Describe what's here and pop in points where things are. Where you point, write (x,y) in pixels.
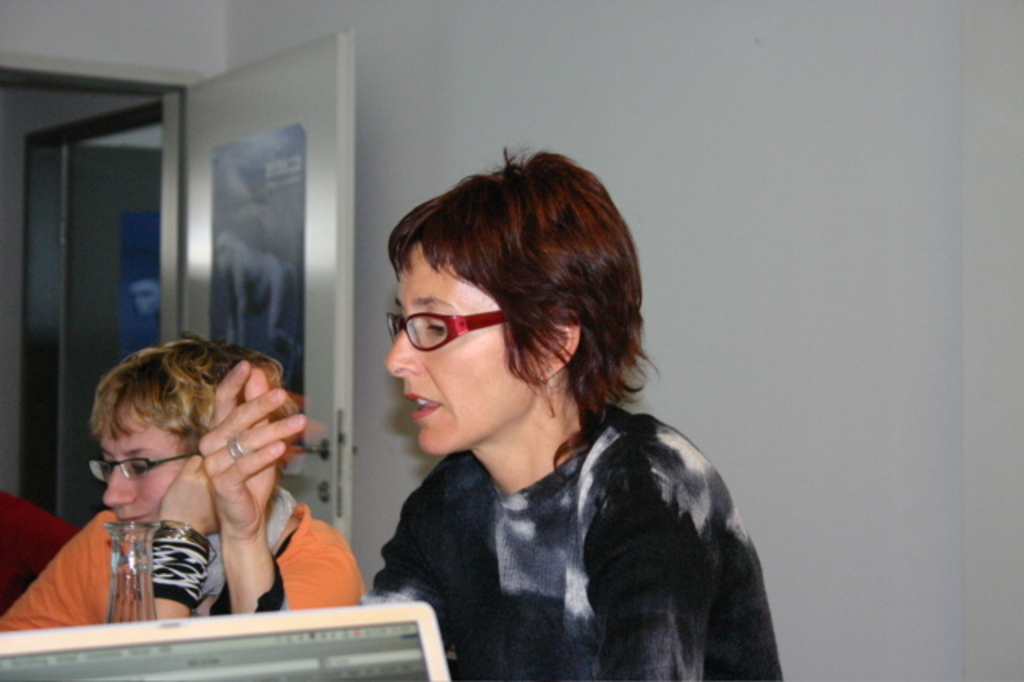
In this image, we can see a woman (587,569) wearing glasses (478,321). In the background (780,270), we can see the wall (811,380) and doors (193,324) with posters (271,253). On the left side of the image (206,560), we can see a person (214,538), maroon color, glass object (148,542) and monitor screen (224,648).
